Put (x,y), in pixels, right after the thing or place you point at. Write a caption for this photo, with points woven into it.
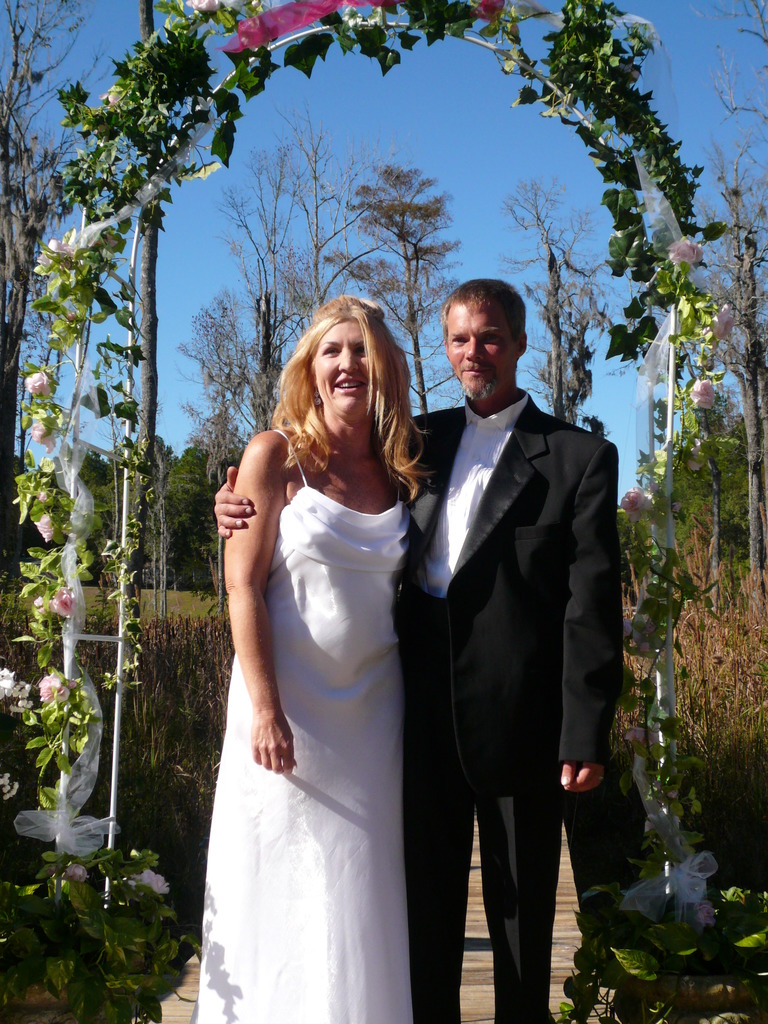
In this image I can see a man (476,623) and a woman (332,599) are standing together and smiling. The man (424,660) is wearing a shirt (449,575) and a black coat (530,547). The woman (344,676) is wearing a white dress (333,755). In the background (613,360) I can see trees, flowers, plants (160,672) and the sky (400,320).
